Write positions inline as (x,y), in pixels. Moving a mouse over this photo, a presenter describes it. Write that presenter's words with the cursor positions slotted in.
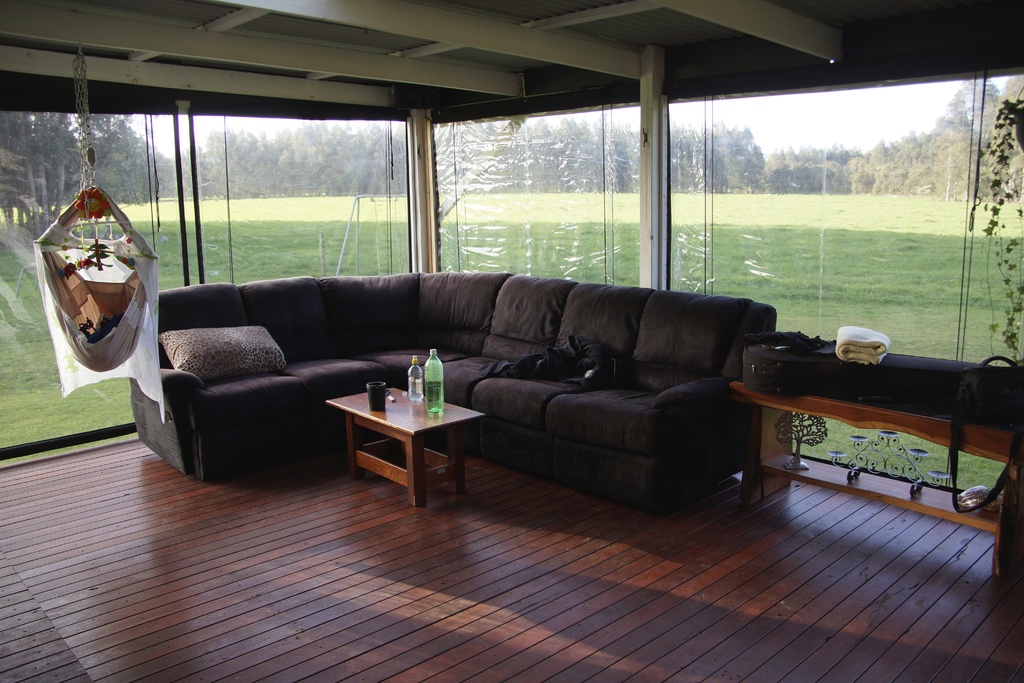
This picture shows a sofa bed (258,379) and we see couple of bottles (413,391) on the table (458,463) and we see a plant (1008,118) and we see few trees (954,152) around from the window (865,199).
